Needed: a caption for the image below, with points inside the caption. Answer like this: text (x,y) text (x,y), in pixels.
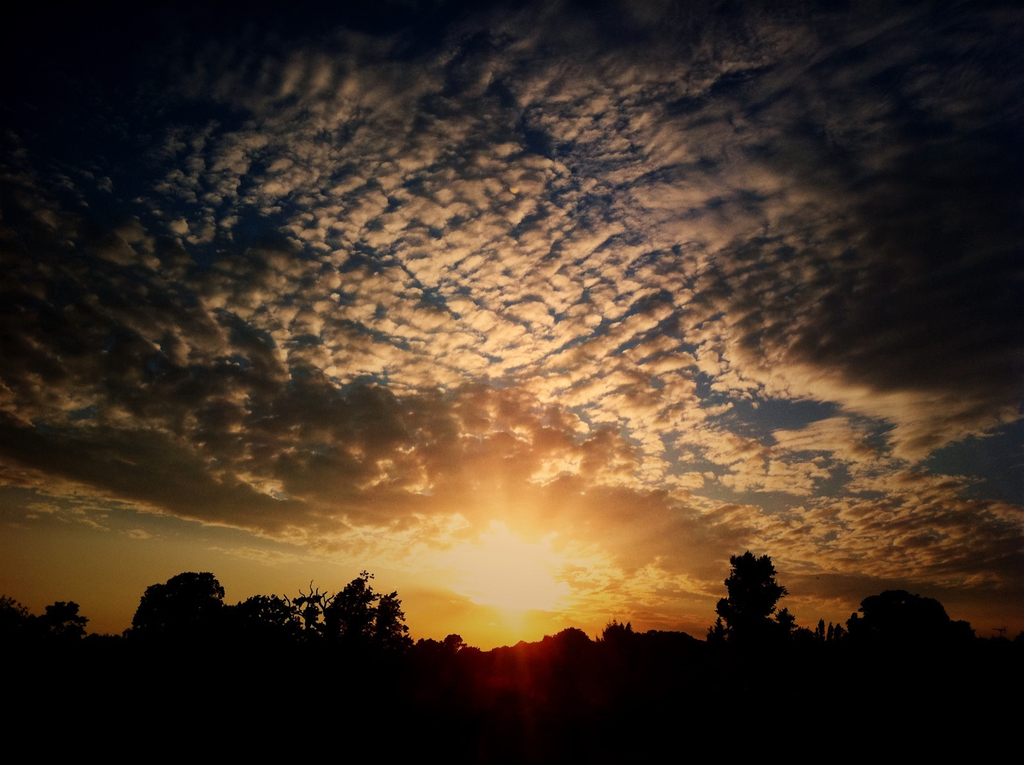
This image is taken during the sunset. In this image at the top (82,222) there is sky (520,365) with the clouds (541,361) and there is a sun (511,594) in the middle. At the bottom (409,683) there are trees (765,647).
